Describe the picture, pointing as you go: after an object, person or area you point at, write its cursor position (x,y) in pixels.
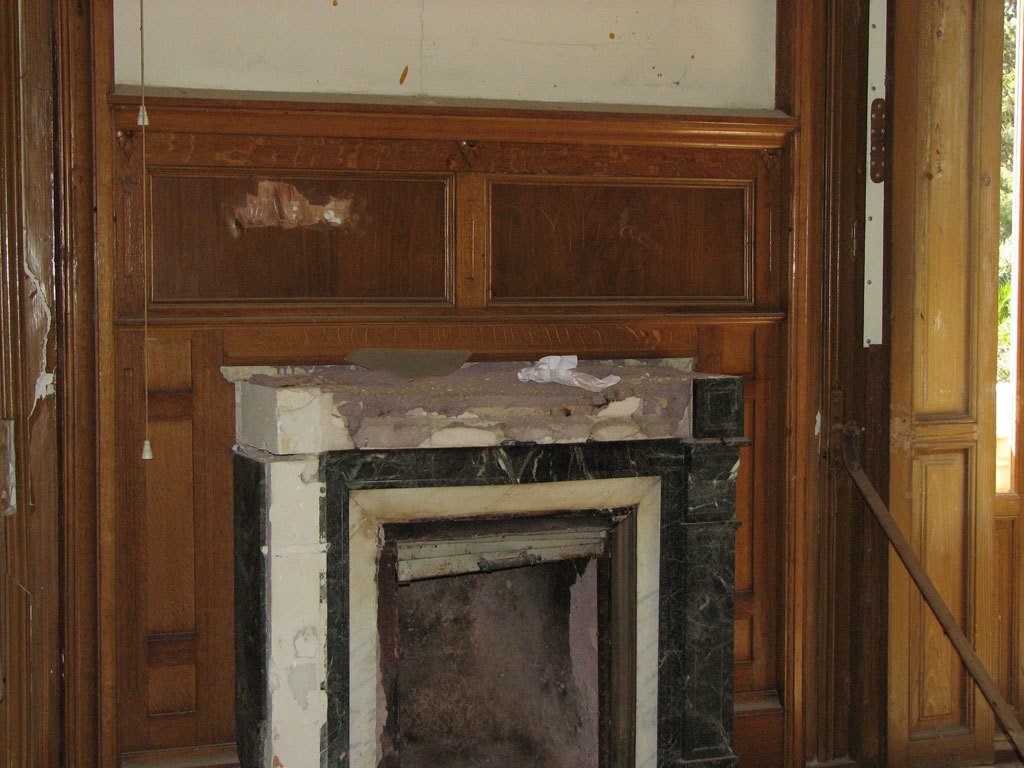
In this picture I can observe a fireplace (318,561). On the right side (933,435) there is a door (949,258) which is in brown color. In the background (598,145) I can observe a wall (309,188).
